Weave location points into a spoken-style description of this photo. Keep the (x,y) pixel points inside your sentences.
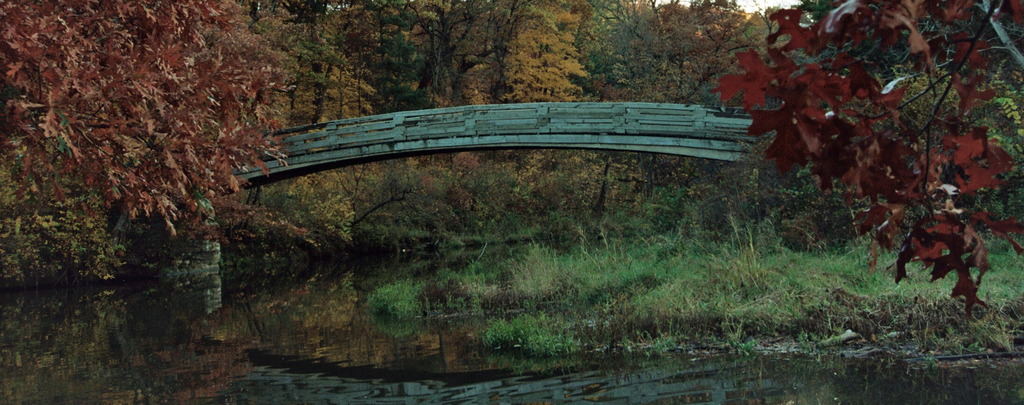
In this image I can see few trees (511,192) in brown, green, yellow colors. I can see a bridge (203,275), water (361,381) and the green grass (653,278).
